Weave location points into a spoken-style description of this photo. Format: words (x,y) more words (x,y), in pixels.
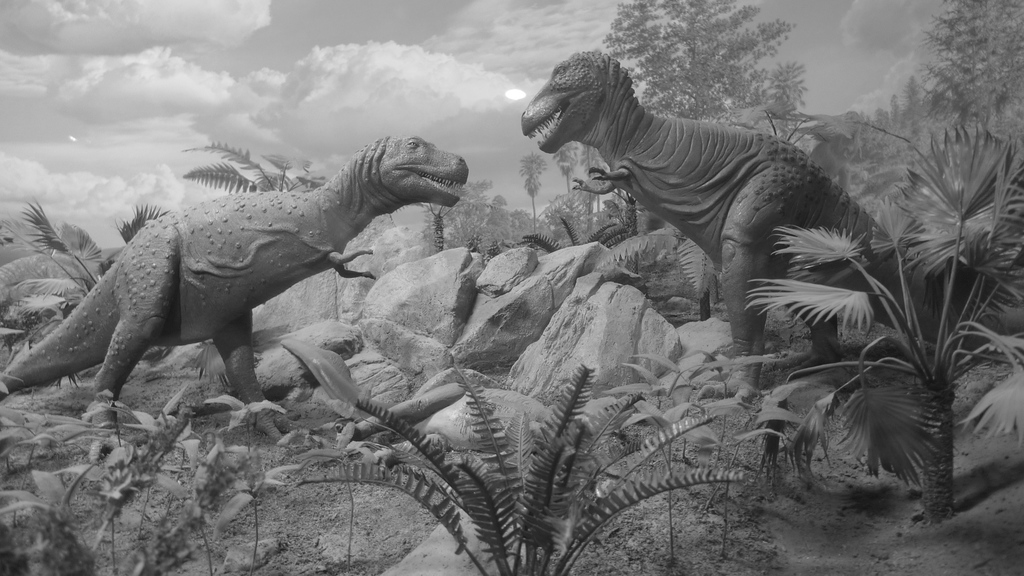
In this picture I can see the statues (741,217) of two dinosaurs (799,215) who is standing near to the stones (425,307) and plants (947,189). In the background (666,70) I can see many trees (928,118) and mountain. At the top (502,62) I can see the sky (428,93), sun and clouds (318,66).
